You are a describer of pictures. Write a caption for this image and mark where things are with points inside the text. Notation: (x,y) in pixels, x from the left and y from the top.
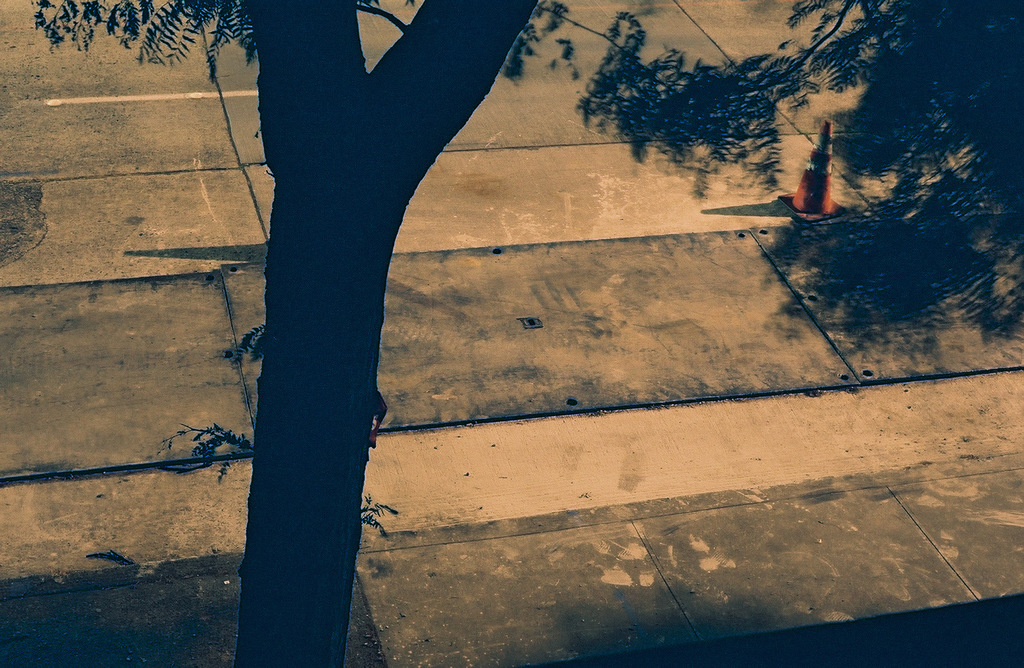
There is a tree (433,2) and a traffic cone (799,198).
